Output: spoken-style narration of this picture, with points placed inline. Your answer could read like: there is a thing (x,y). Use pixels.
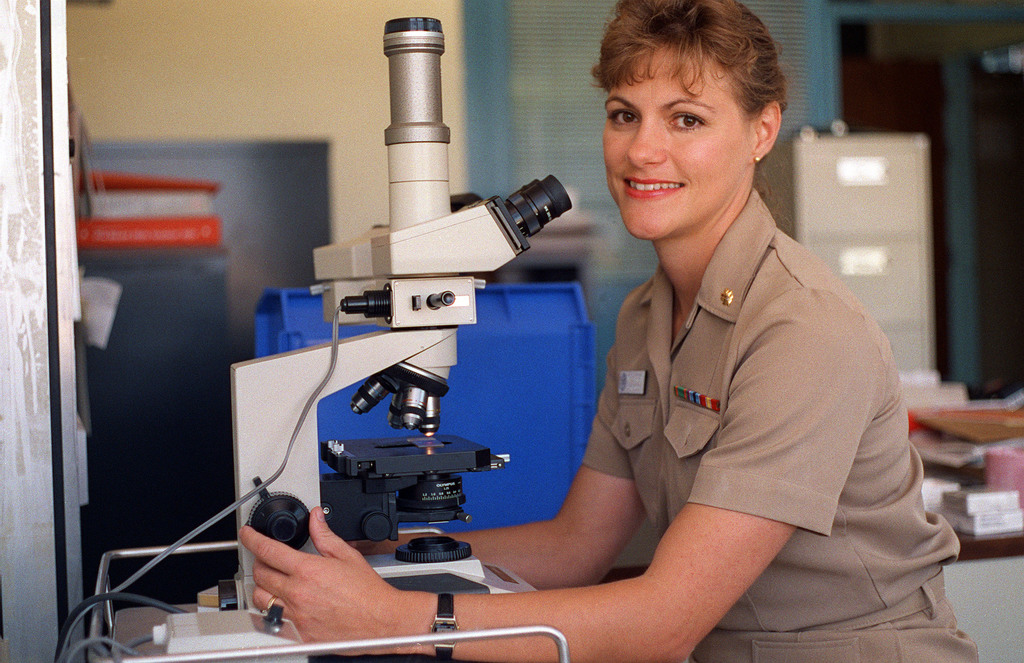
In this image there is a woman (712,371). Before her there is a microscope (419,468). Behind her there is an object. Right side (1014,482) there is a table (966,536) having books (989,438) and few objects (985,453). Left side (137,211) there is a table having books (154,208). Right side (844,221) there is a rack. Background there is a wall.
